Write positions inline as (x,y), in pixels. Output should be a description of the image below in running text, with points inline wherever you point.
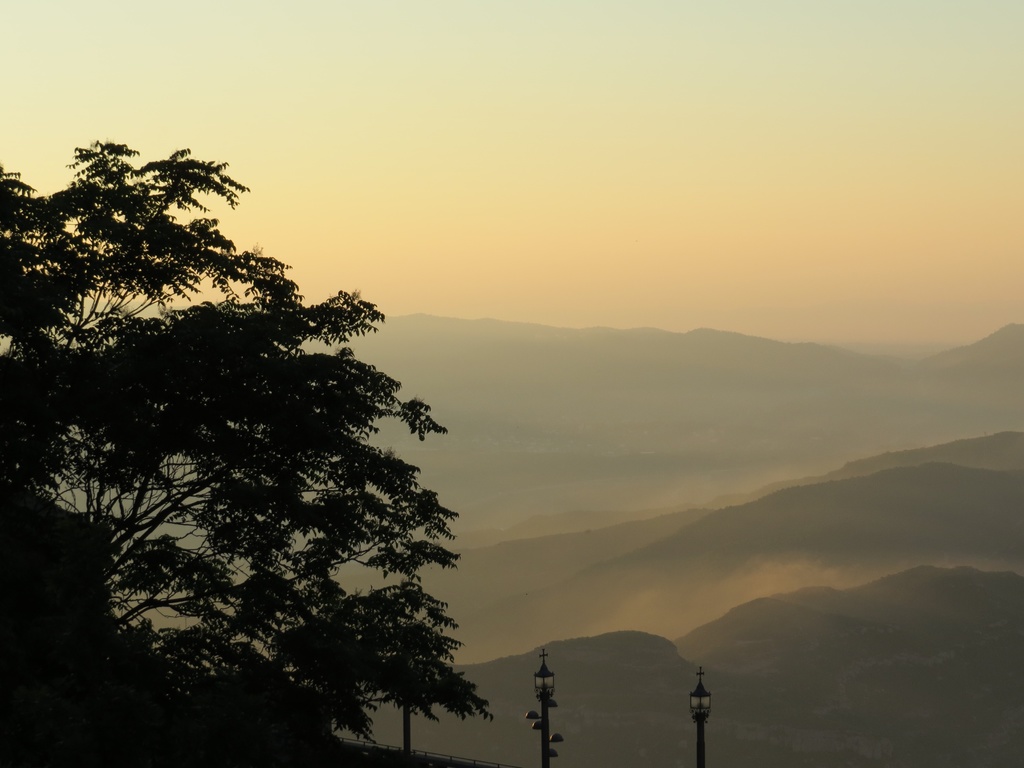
In this image at the bottom (208,523), there are trees (463,702), street lights (699,711). In the middle (634,342) there are hills (795,522), sky (668,166).
